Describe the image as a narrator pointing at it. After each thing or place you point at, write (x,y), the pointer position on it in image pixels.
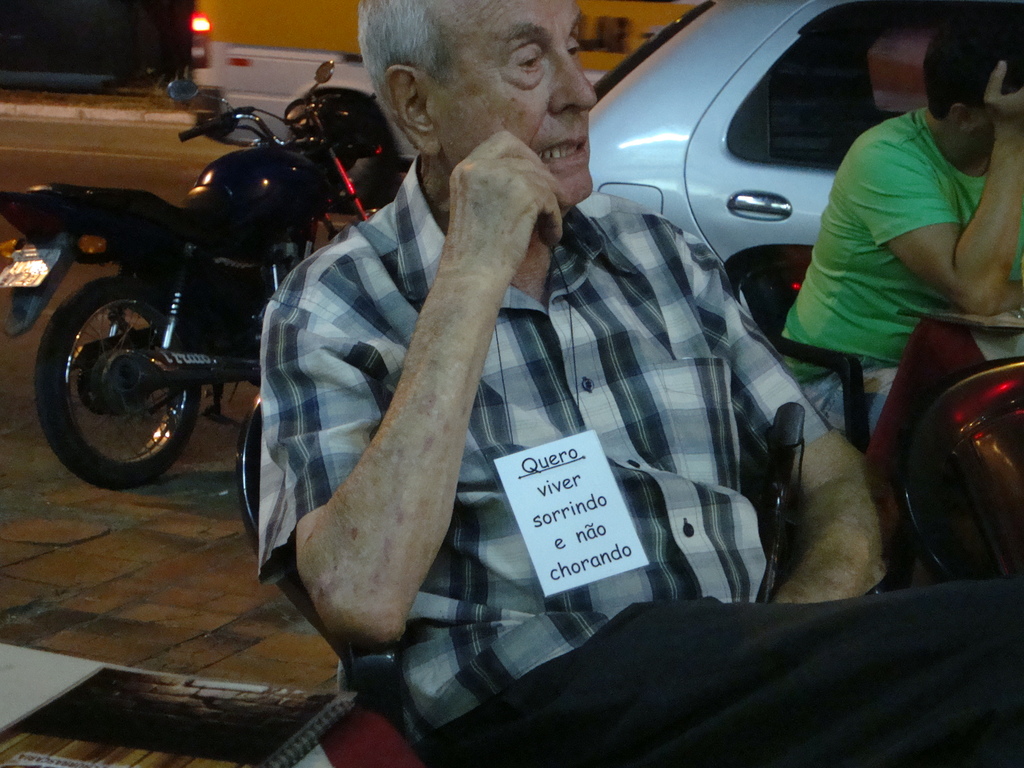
In this image in the foreground (430,342) there is one person (586,371) who is sitting, and he is wearing a tag (548,471). And on the right side (888,285) there is another person (901,242) who is sitting on chair (859,385), and there is one chair (976,464). And in the background (734,176) there is a bike (268,193), car (700,163), bus (599,62) and some objects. At the bottom of the image (179,737) there is one book (185,723) and table (7,676), and in the center of the image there is a walkway (197,587).
